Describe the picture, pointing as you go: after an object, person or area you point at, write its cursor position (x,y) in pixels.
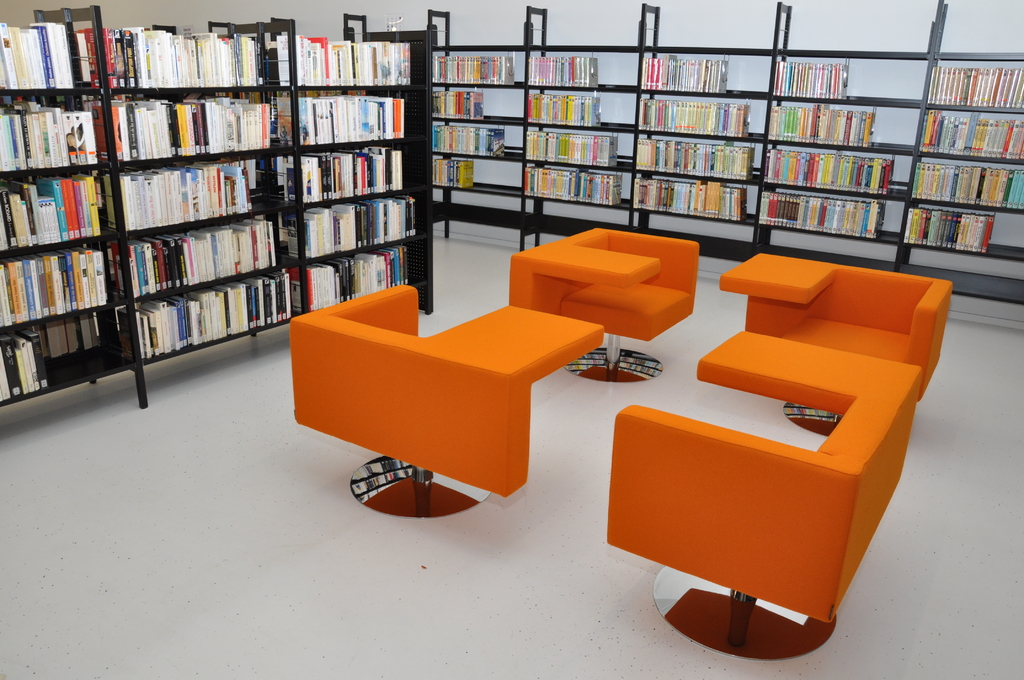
In this image I can see sofas (910,302) and cupboards (1011,110) in which books (953,137) are there. In the background (585,25) I can see a wall (249,19) off white in color. This image is taken in a hall (228,567).
